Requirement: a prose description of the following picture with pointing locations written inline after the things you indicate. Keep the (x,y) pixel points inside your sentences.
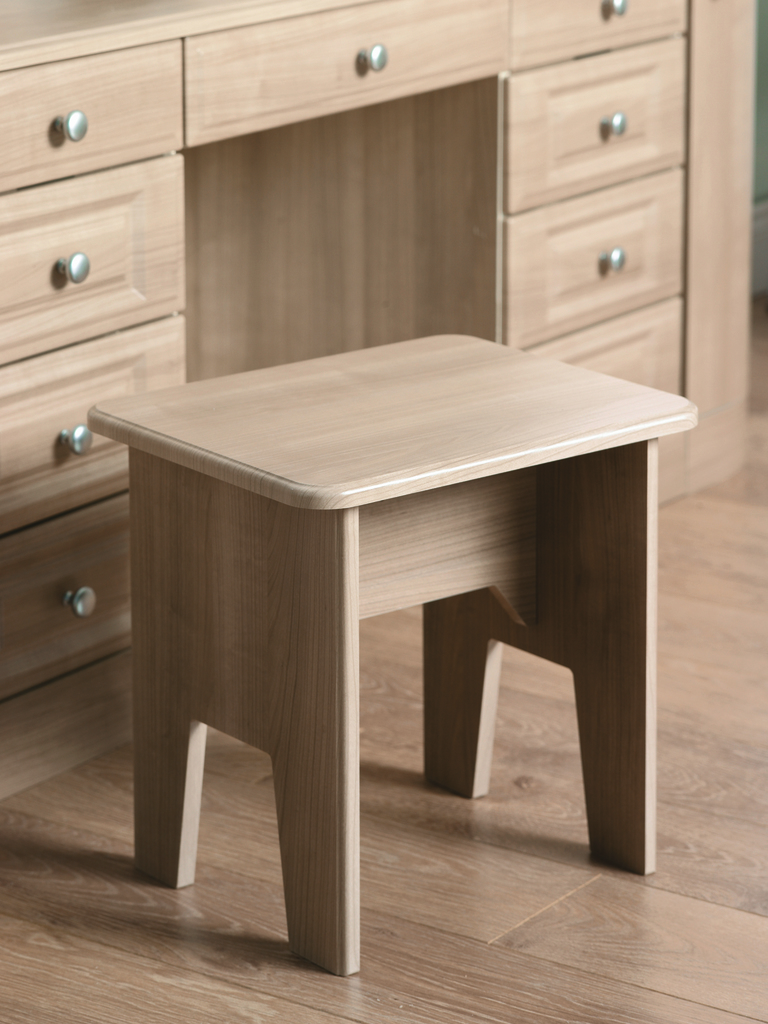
In this image we can see there is a cupboard (220,237) with drawers (101,185) and stool (468,586) on the floor (474,837).
